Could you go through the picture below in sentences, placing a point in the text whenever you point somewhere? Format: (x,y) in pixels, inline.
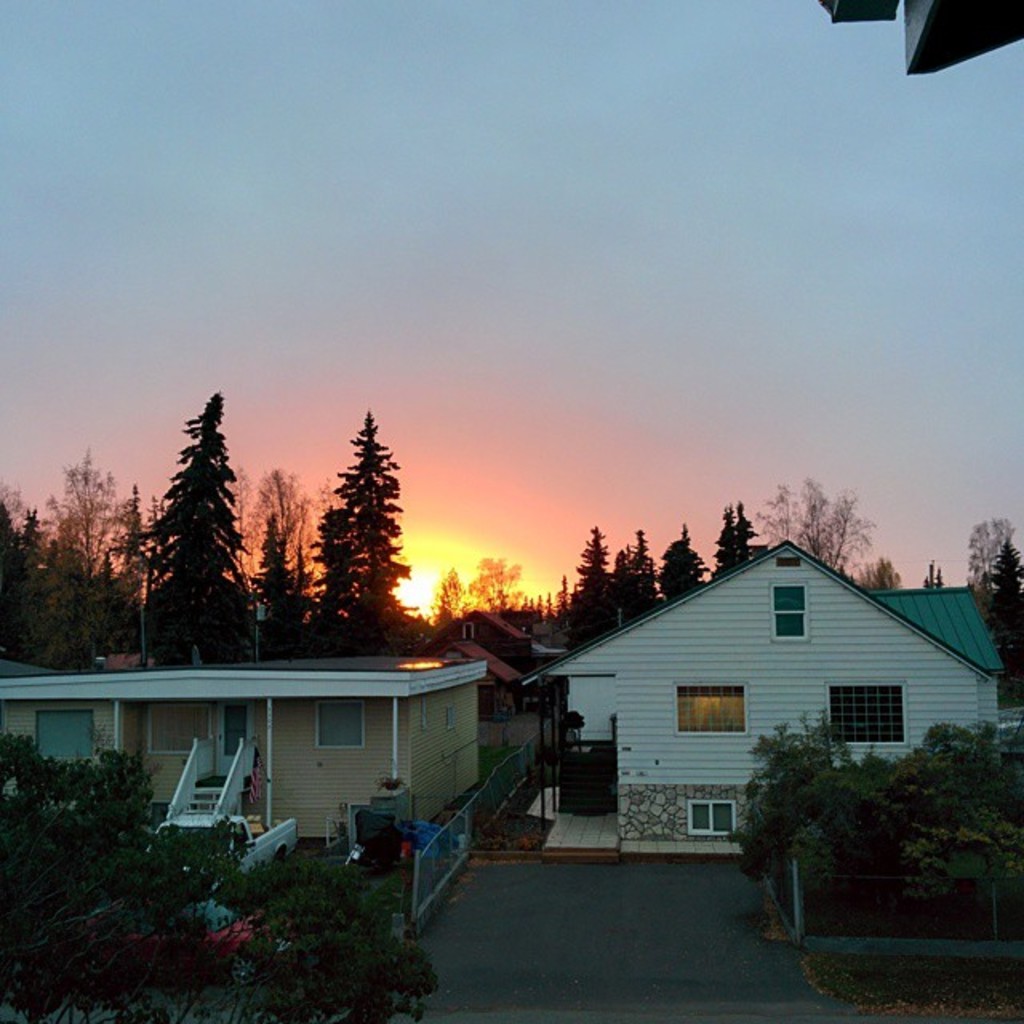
In this image I can see houses (650,774) and trees (88,599) and vehicles (220,843) and sun set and the sky (336,342) at the top (472,320).
